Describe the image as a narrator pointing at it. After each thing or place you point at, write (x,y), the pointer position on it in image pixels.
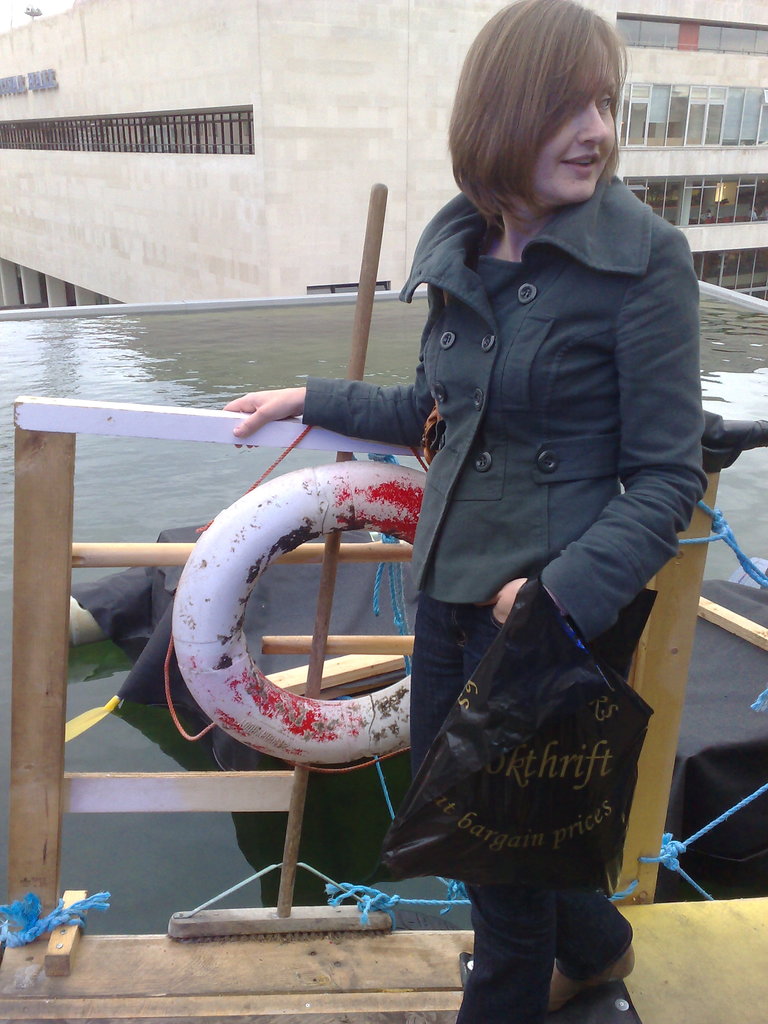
In the picture we can see a girl (641,381) standing in the boat (721,972) near the railing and she is holding a black color bag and to the railing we can see a white color tube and behind it we can see water (169,836) and behind it we can see a building (350,142) with glass windows (742,115).
